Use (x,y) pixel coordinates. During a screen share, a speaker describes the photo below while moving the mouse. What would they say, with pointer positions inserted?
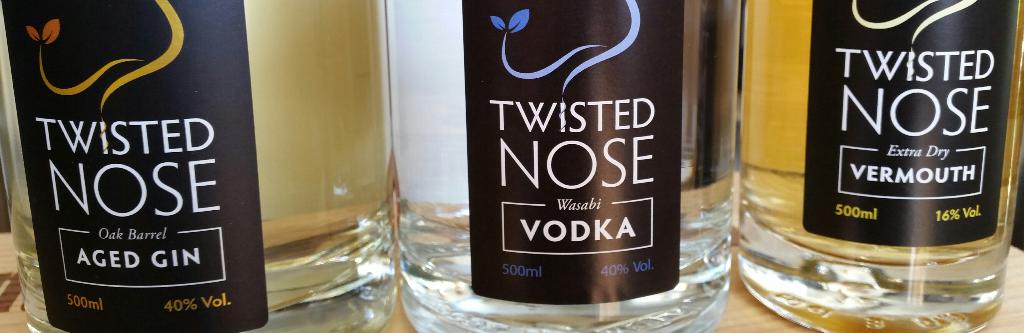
In this image we can see a three bottles (467,324) which are of 500 ml.
